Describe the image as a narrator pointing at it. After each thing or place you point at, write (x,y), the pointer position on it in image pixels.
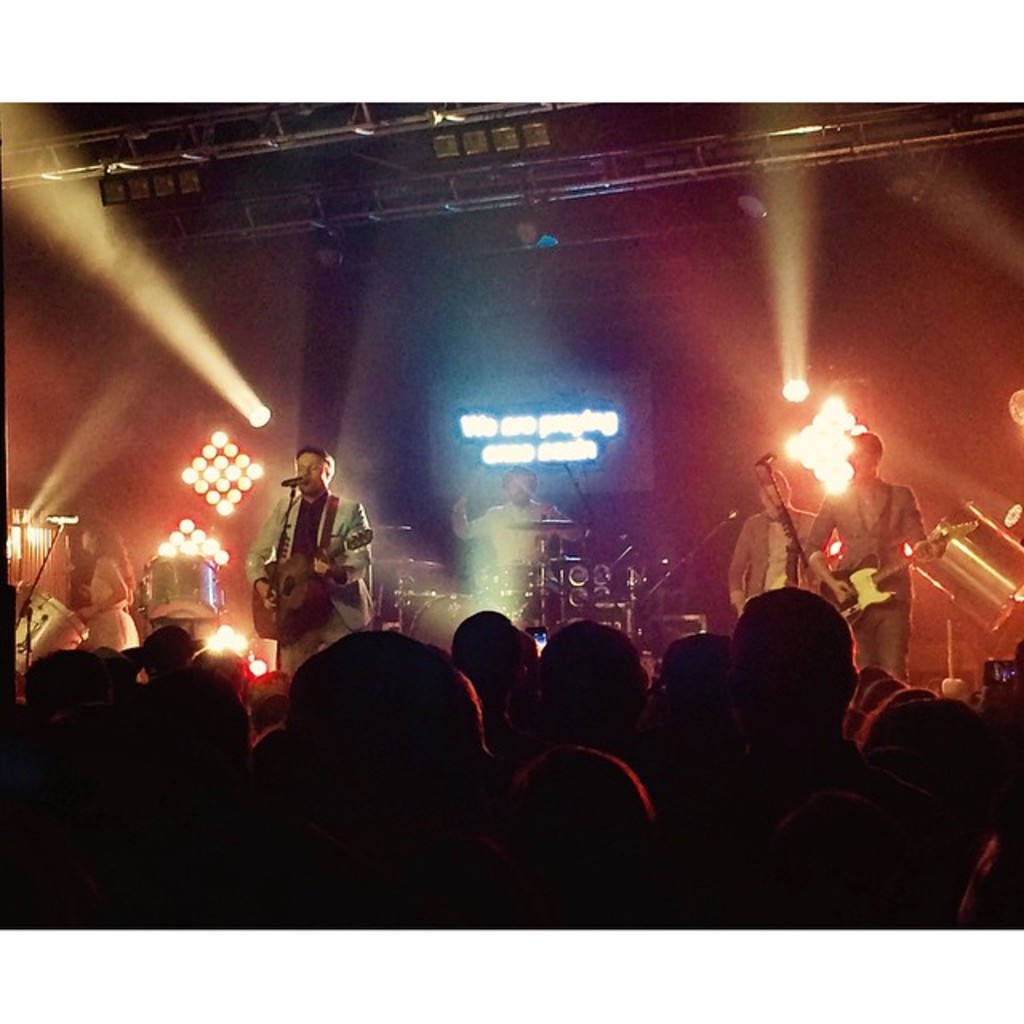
Front these are audience (596,744). On stage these two persons (873,660) are playing guitar (851,615) and this man (318,550) is singing in-front of mic (283,485). On top (202,338) there are focusing lights (801,387). Far a person (512,498) is playing this musical instruments (526,568) with sticks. This woman (123,589) is playing this musical drum (34,625).
